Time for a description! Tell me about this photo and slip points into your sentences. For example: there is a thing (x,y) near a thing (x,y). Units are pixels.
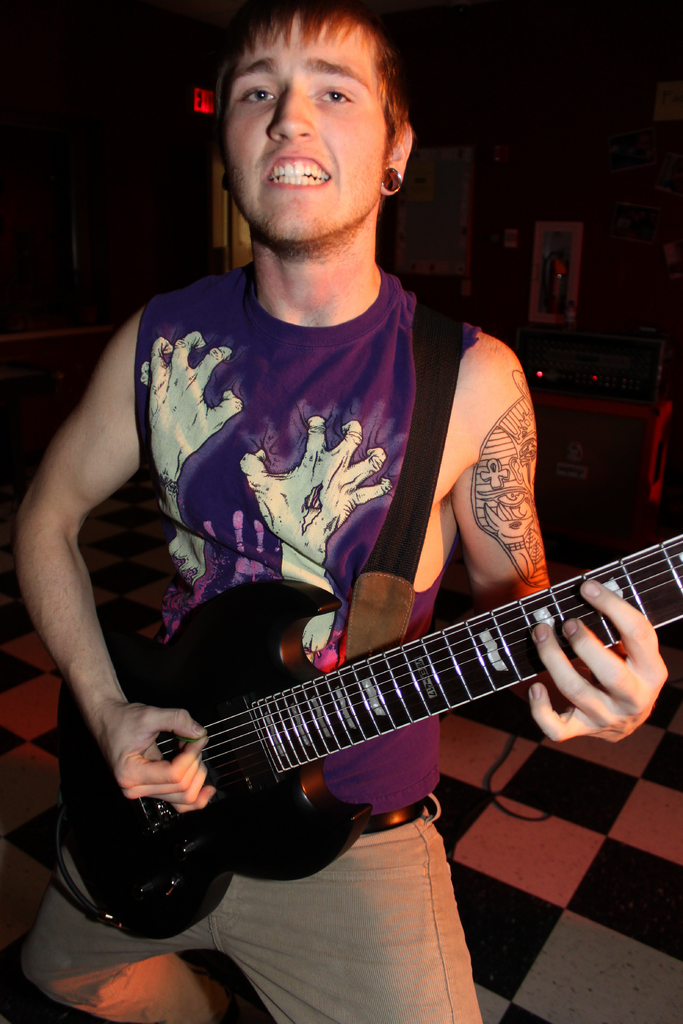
This is the picture of a man (218,556) in purple t shirt (259,459) was holding a guitar (164,844) and singing a song and the man (275,360) is standing on the floor (457,855). Behind the man (322,462) there is a table (559,456) on the table (576,434) there are some music systems (575,374) and a wall (489,174).
